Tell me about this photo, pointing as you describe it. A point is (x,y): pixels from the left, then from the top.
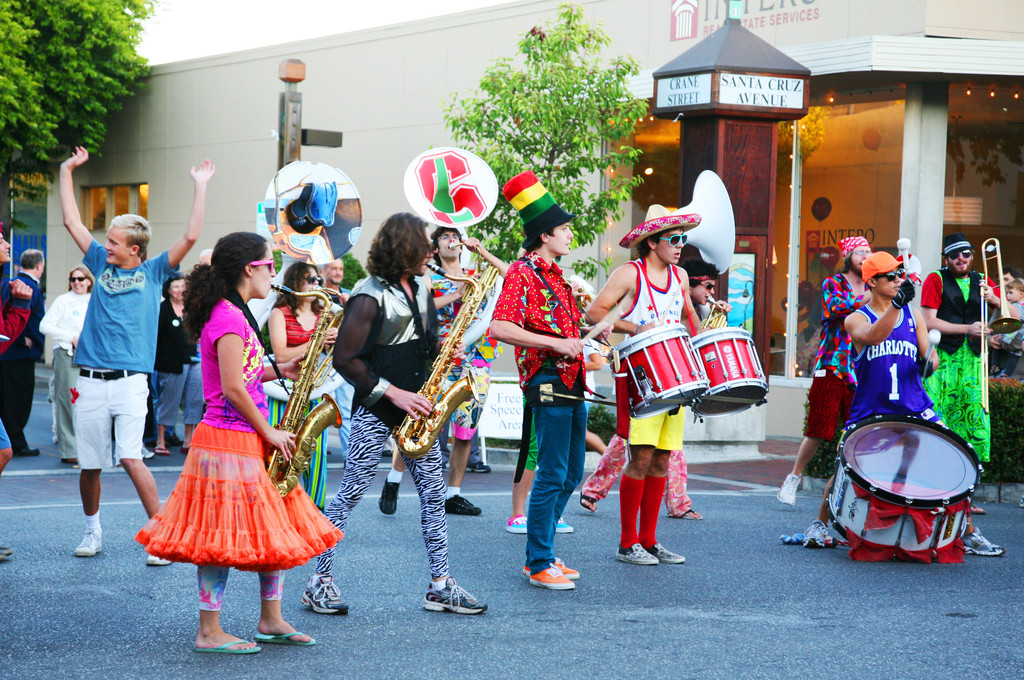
In the center of the image (575,342) we can see group of persons (366,449) holding musical instruments (452,397) performing on the road (622,570). In the background (411,103) we can see building (634,82), trees (594,72), windows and sky (220,26).
